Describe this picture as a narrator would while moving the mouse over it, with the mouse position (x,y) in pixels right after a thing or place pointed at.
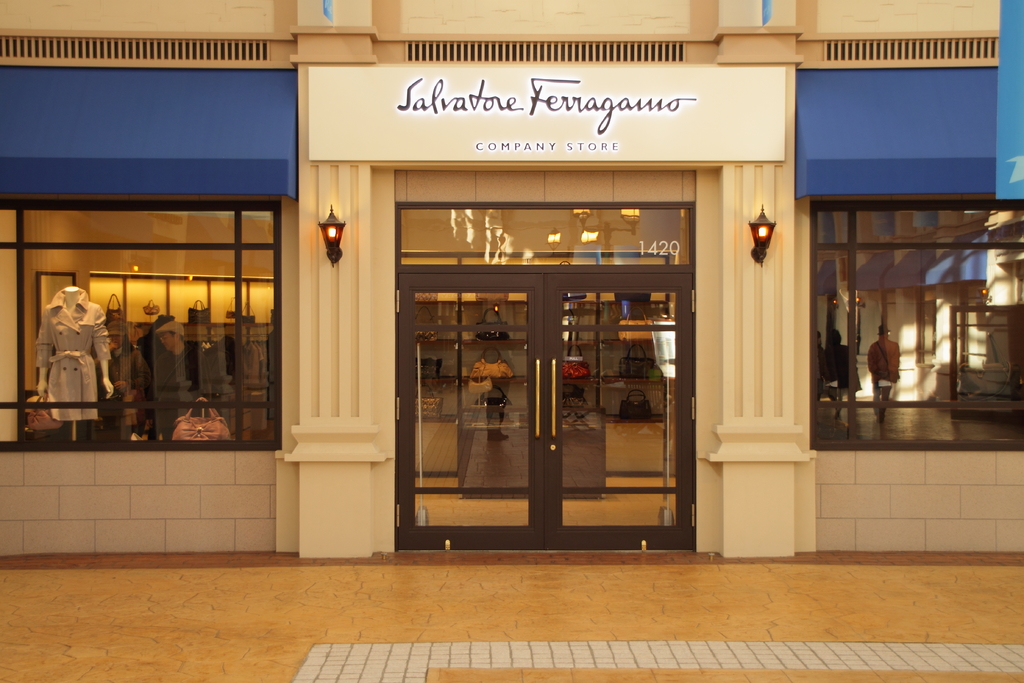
In this image in the center (594,382) there is one store (766,402), in that store (221,378) there are some clothes (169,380), handbags (641,376) and some persons (829,376) are walking. At the bottom (433,638) there is a floor (794,638) and on the top of the image (483,104) there is some text (597,116).
